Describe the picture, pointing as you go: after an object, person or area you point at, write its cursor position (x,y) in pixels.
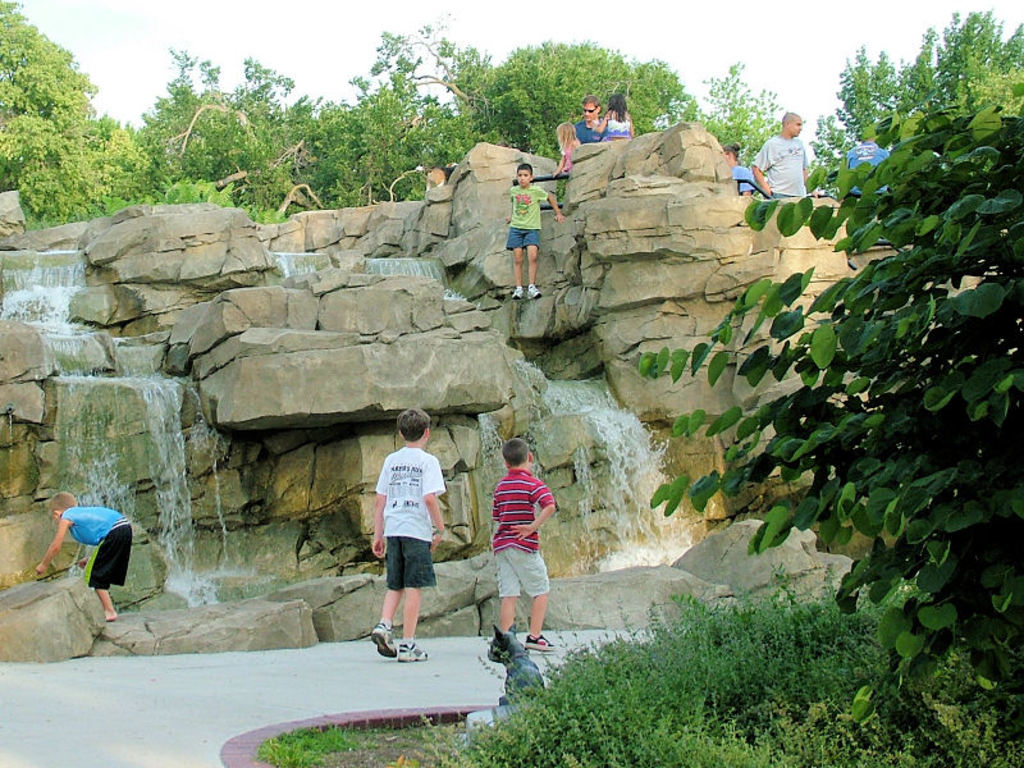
In this image, there are few people (611,119) standing. These are the rocks (191,323). This looks like a waterfall (112,412) with the water (169,510) flowing. I can see a dog (509,689) sitting. These are the trees (958,177) and the plants (752,720). Here is the pathway (108,718).
